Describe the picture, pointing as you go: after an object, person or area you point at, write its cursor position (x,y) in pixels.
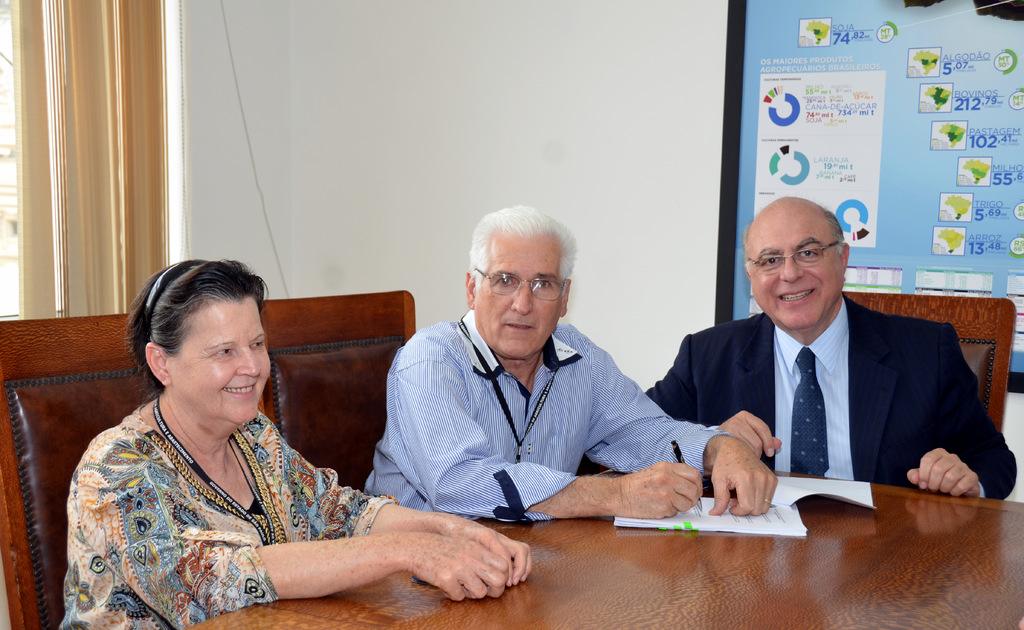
There are persons (415,346) in different color dresses (837,346), smiling and sitting on chairs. One of them is holding a pen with a hand (674,472) and keeping the other hand (747,477) on the book (778,485). In the background (794,21), there is a screen (772,98) attached to the white wall (458,111).
